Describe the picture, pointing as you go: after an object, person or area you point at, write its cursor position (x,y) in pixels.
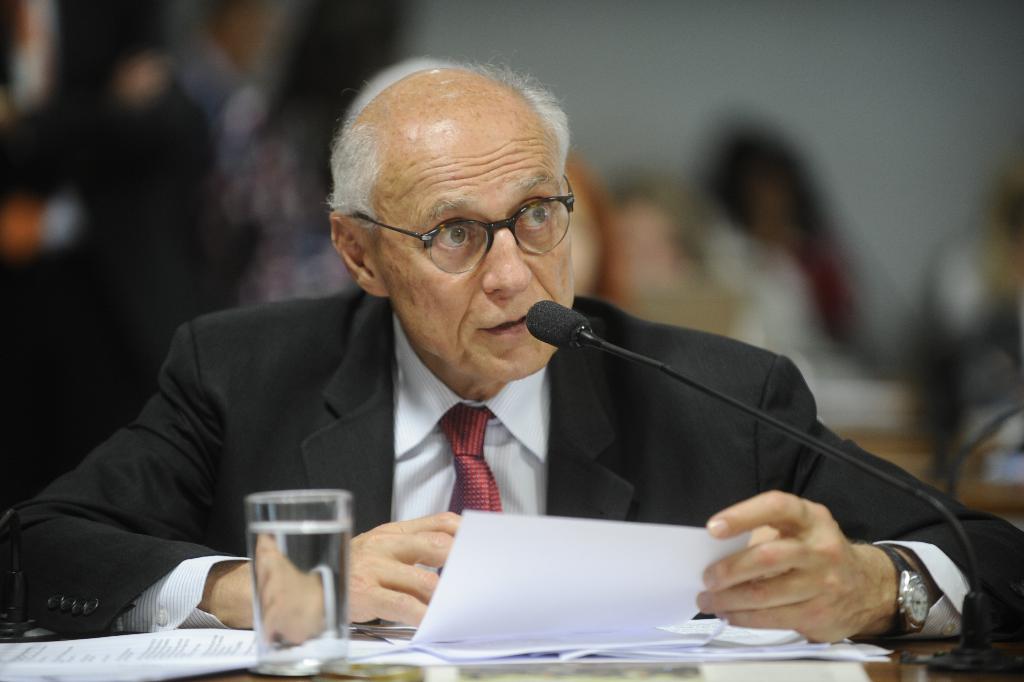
In this image there is a man (521,451) talking, he is wearing spectacles (425,233), there is a microphone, there is a table (928,681) towards the bottom of the image (442,666), there are objects (523,624) on the table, there is a glass (257,515), there is water (284,563) in the glass (305,537), the background of the image (756,167) is blurred.
